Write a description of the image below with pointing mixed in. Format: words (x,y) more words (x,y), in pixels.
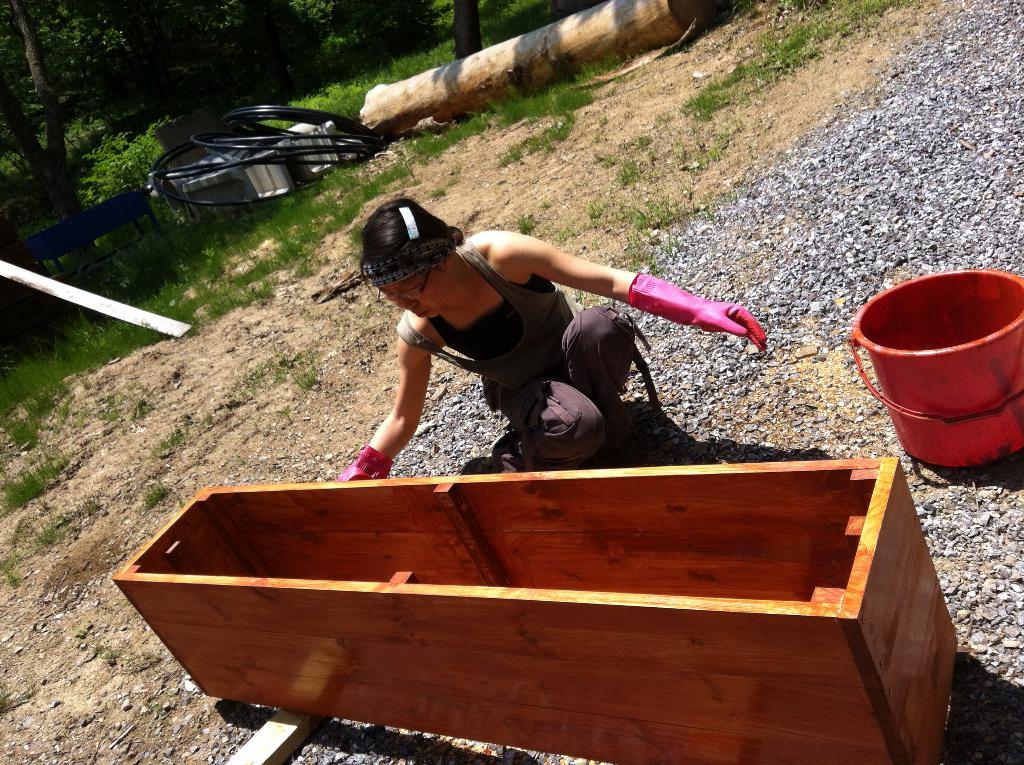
In the center of the image (467,347) we can see person (565,391) sitting on the ground (676,426). On the right side of the image (850,400) we can see bucket (920,350) and stones (863,214). On the left side of the image (292,116) we can see wires (303,145) and bench (97,212). In the background (125,173) we can see trees (174,31) and grass (506,111).
